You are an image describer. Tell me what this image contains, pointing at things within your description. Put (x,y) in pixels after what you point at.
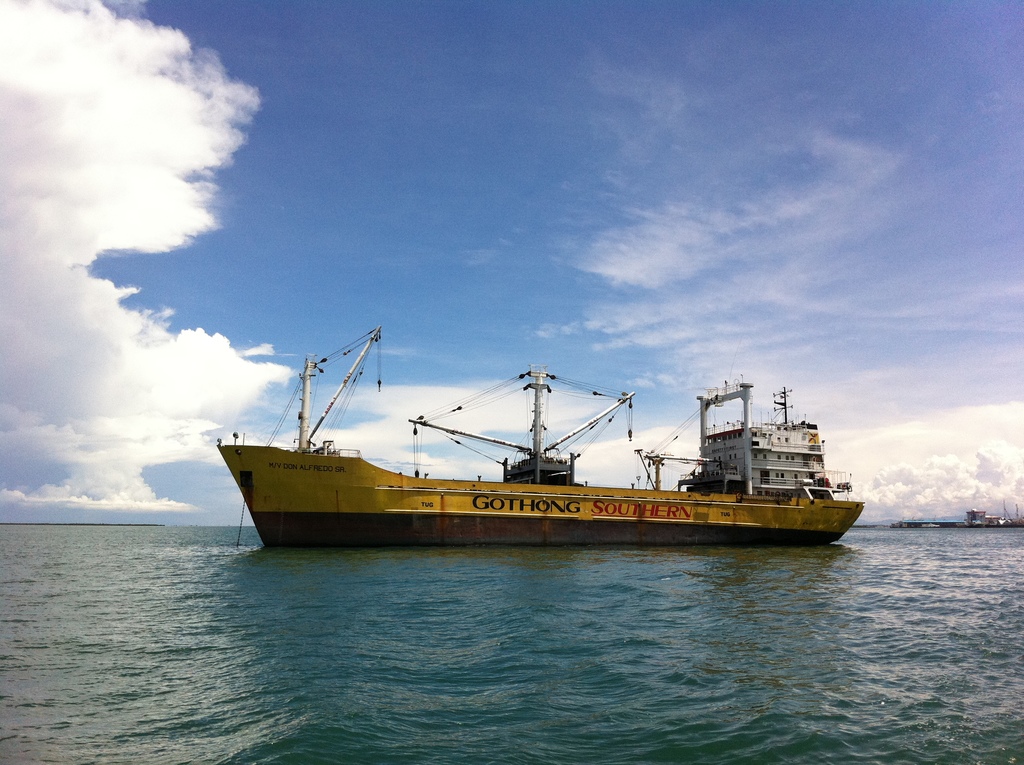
In this picture we can see a ship (378,503) on the water (505,630) and some objects (978,515) and in the background (410,251) we can see the sky (271,289) with clouds (137,202).
